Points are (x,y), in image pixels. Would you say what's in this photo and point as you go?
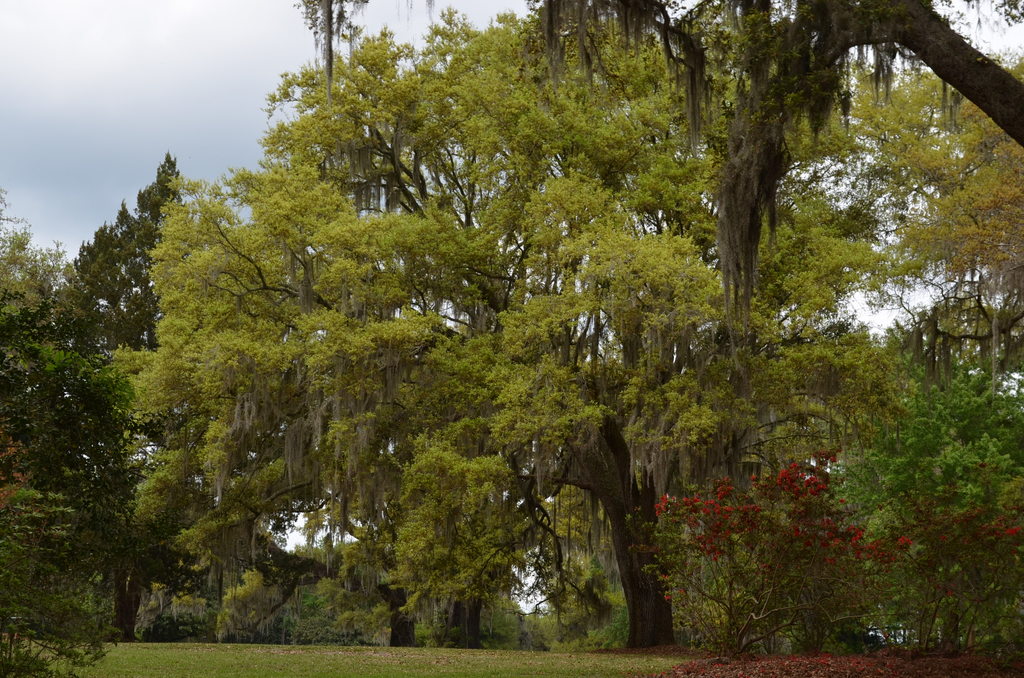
In this picture there are trees (852,250). On the right side of the image (757,503) there are red color flowers (793,467) on the tree (789,529). At the top (95,108) there is sky (80,196) and there are clouds (170,113). At the bottom (255,650) there is grass (432,656) and there are flowers (877,665).
